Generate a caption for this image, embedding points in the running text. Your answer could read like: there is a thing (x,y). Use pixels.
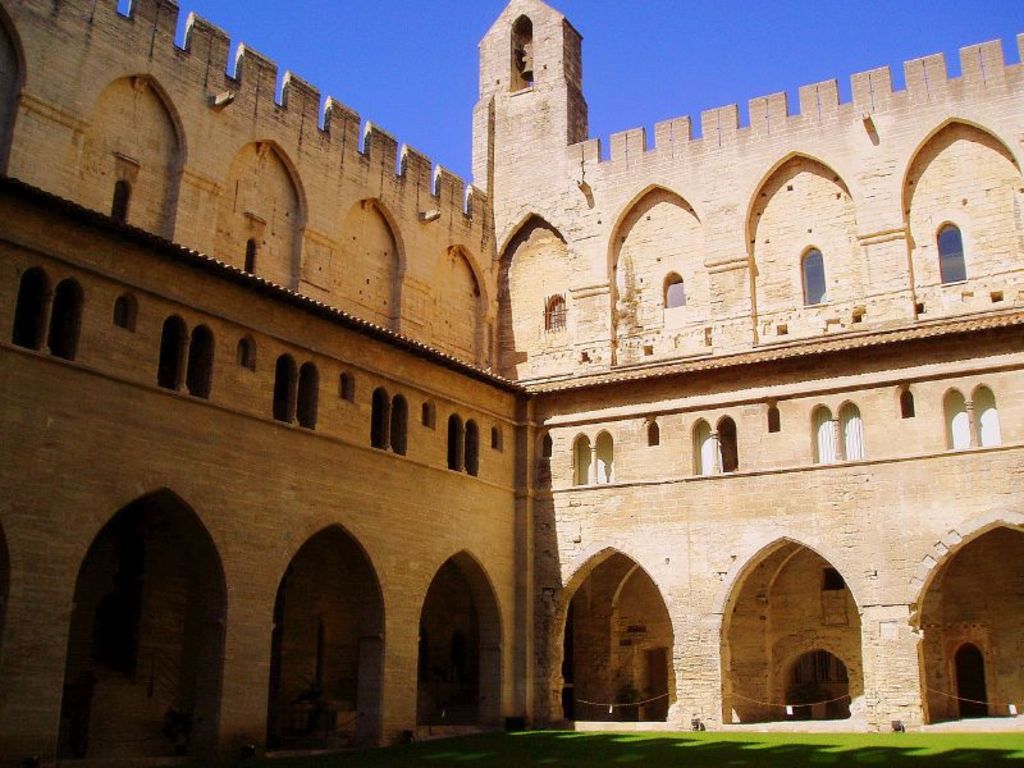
In this image, we can see a fort (543,618) and we can see some ropes (837,698). At the top (652,86), there is sky (627,97) and at the bottom (664,749), there is ground (638,746).
